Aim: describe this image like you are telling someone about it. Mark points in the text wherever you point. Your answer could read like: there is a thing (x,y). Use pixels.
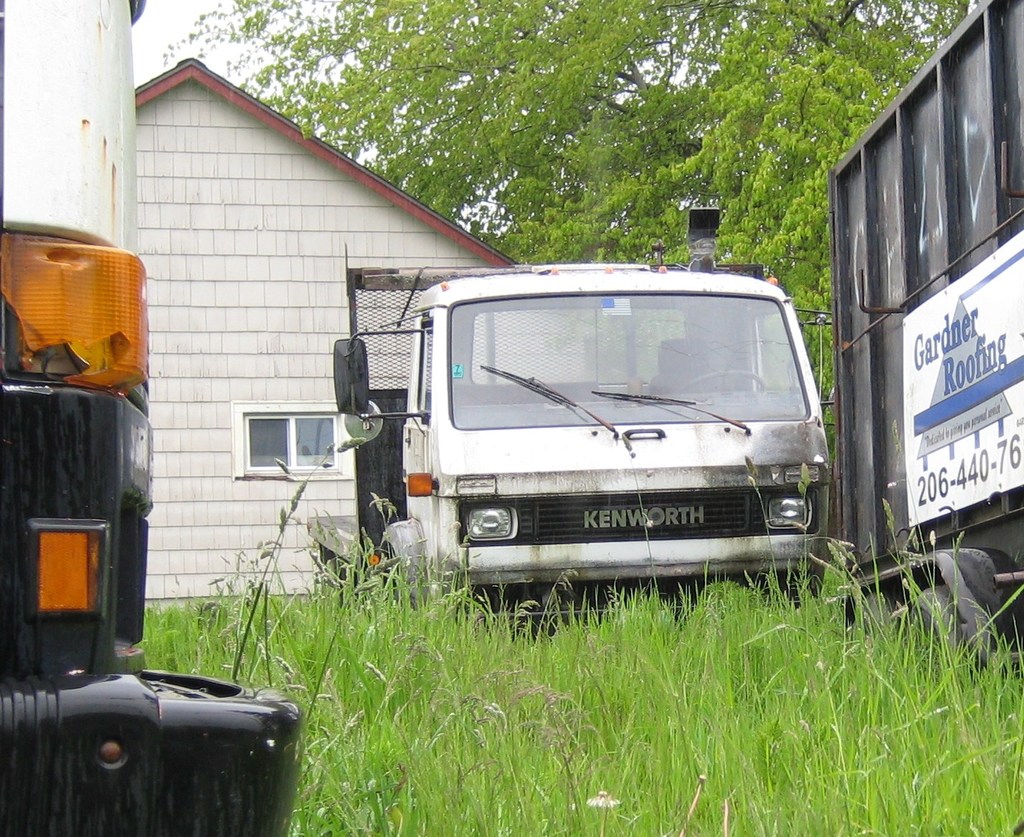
In this image I can see grass (506,674) and few vehicles (189,680) in the front (464,424). In the background (194,517) I can see a building (155,158), a window (317,420), a tree (463,198) and the sky (227,2). On the right side of the image (930,333) I can see something is written on the white colour board (913,330).
